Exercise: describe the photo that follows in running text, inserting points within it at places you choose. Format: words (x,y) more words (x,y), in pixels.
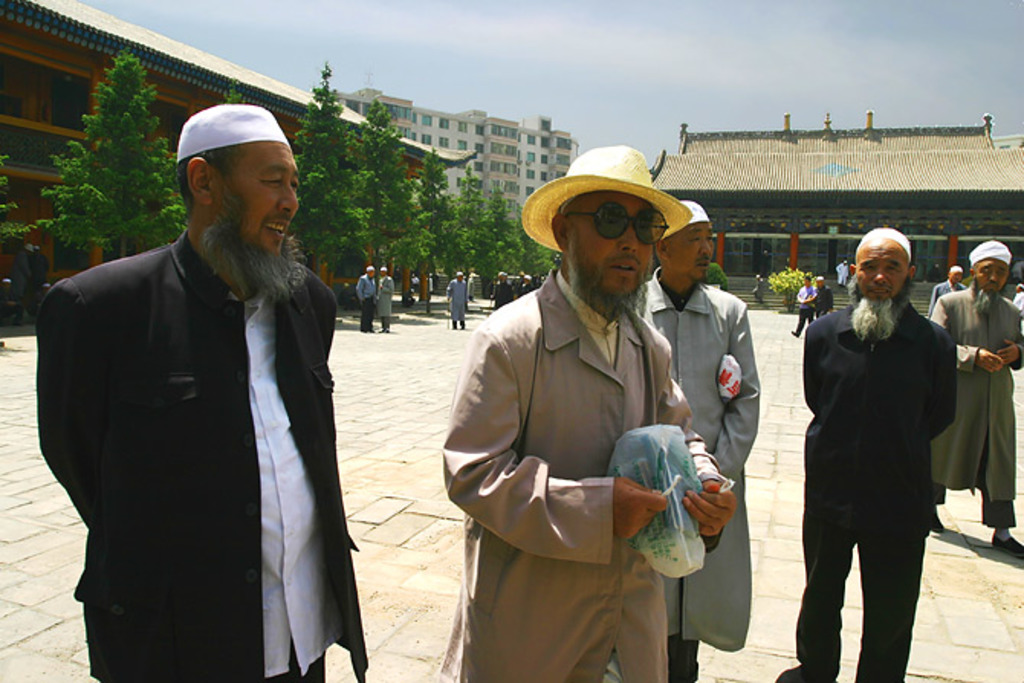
In this image we can see some people (533,418) wearing hats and behind there are some buildings (40,112), trees (53,198), plants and some other people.
